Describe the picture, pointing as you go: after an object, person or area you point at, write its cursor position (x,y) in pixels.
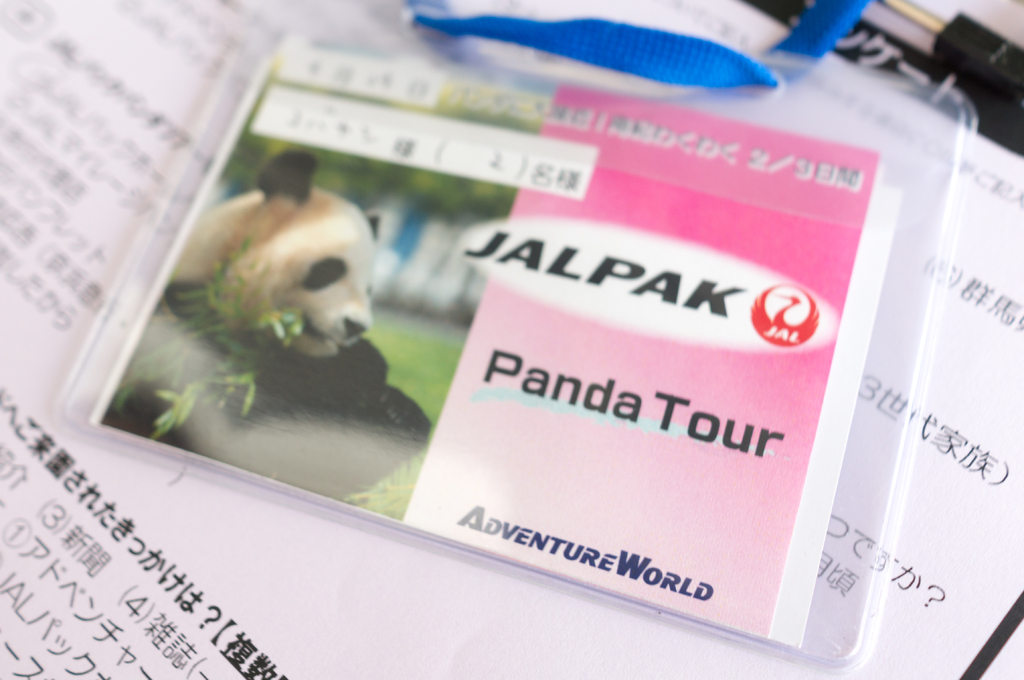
In this picture we can see tag (519,28) with card (551,221) on a paper (181,507), on this card (261,424) we can see image of a panda (301,381).
